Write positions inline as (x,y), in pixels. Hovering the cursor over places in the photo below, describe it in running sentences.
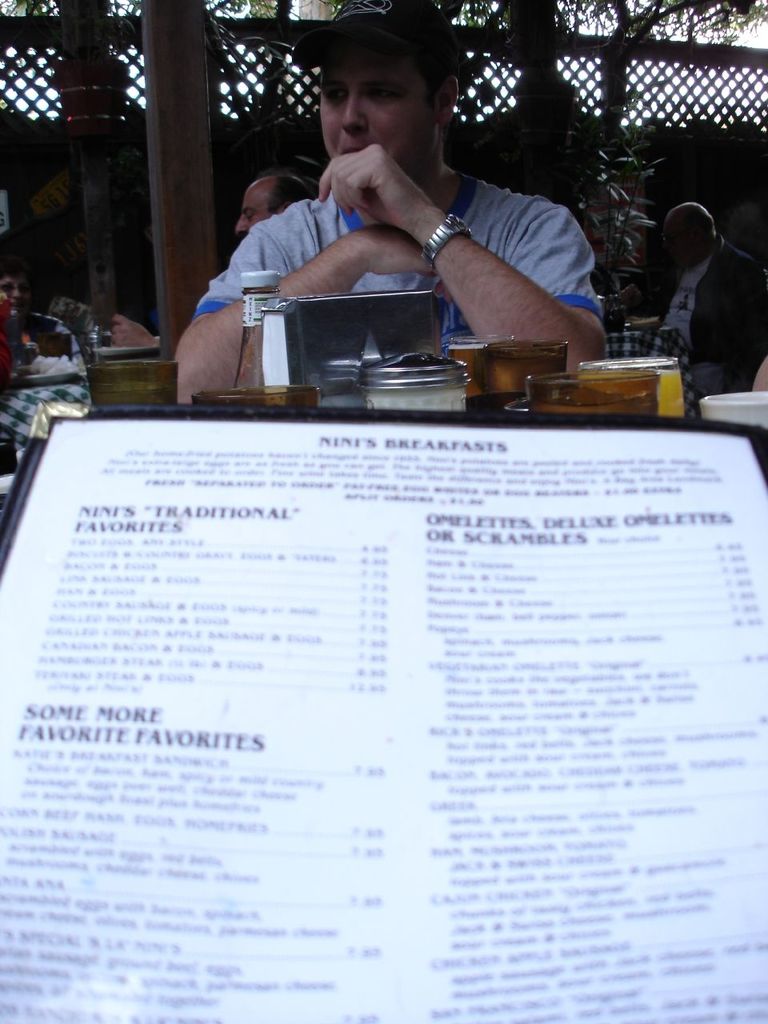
This image is taken outdoors. In the background (568,43) there is a wooden wall (68,78) and there are a few trees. There is a plant (624,239) and a few people (708,280) are sitting on the chairs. There are two tables (631,339) with tablecloths (26,396) and a few things (46,372) on them. At the bottom of the image (270,808) there is a menu board (186,736) with a text (342,621) on it. In the middle of the image (332,385) a man (400,210) is sitting and there are a few things (340,357) on the table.
